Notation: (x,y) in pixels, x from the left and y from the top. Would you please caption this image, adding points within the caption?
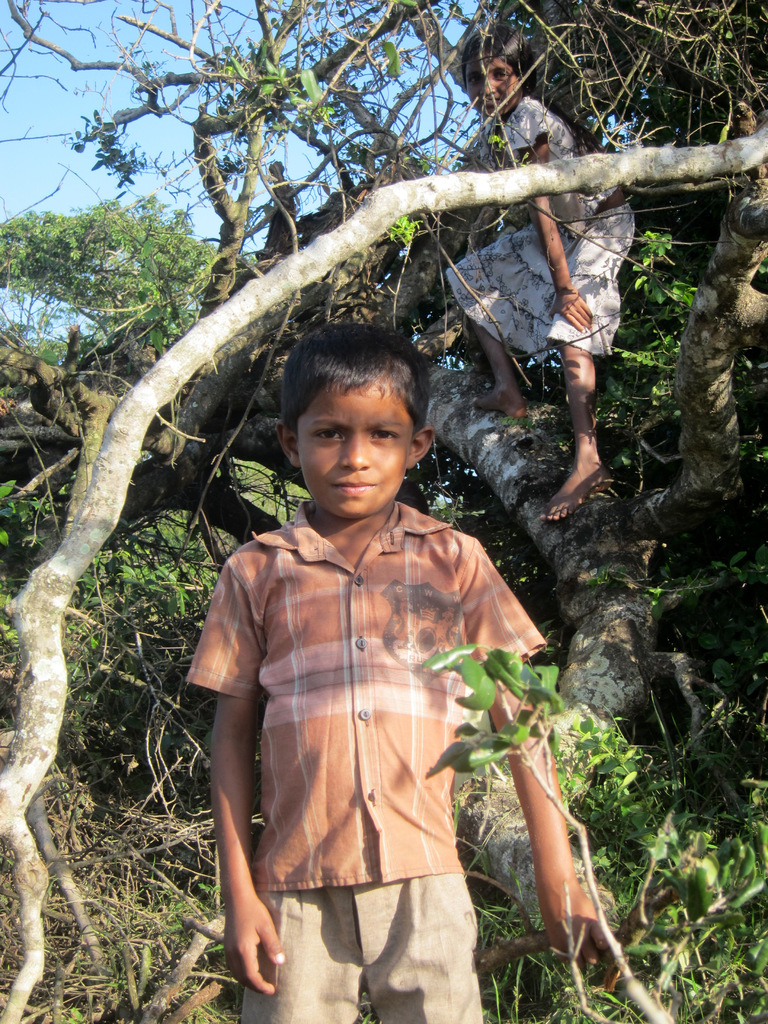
In this picture we can see a boy (438,589) and a girl (556,247), she is standing on the tree (569,522), in the background (105,244) we can see few trees (125,264).
